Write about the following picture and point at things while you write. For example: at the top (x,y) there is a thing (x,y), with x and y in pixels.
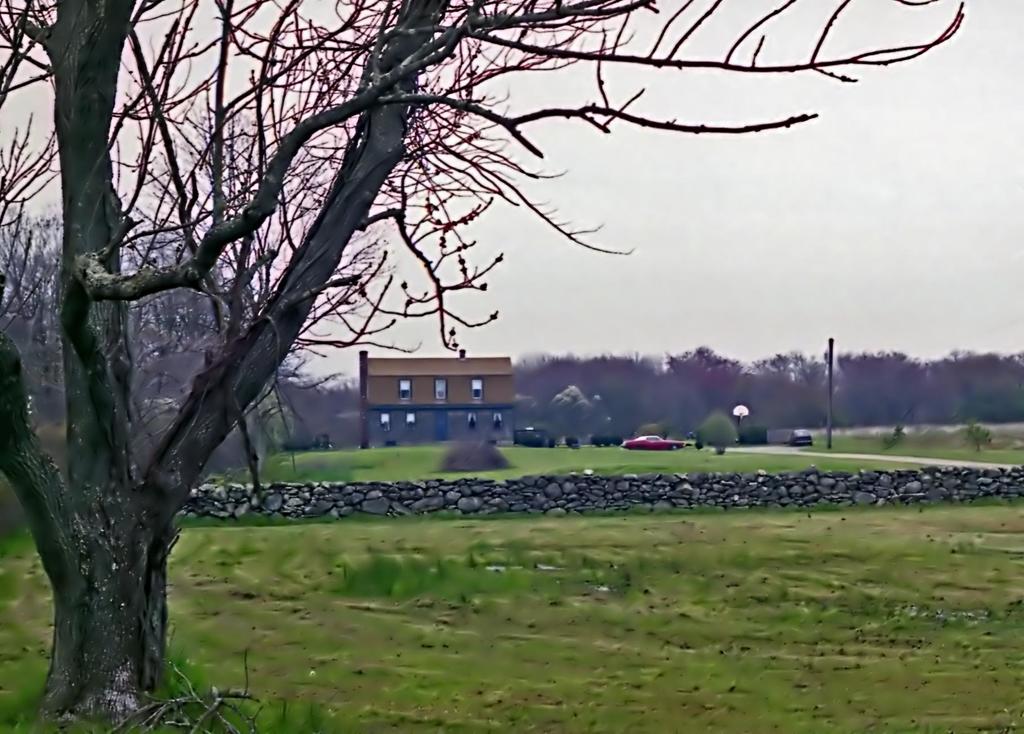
In this image we can see a tree (253,411). In the center of the image (482,429) we can see a building (472,420) with group of windows (479,392) and door (438,427). A car (661,441) is parked on the ground (593,451). In the background (917,219), we can see the sky (853,228).
